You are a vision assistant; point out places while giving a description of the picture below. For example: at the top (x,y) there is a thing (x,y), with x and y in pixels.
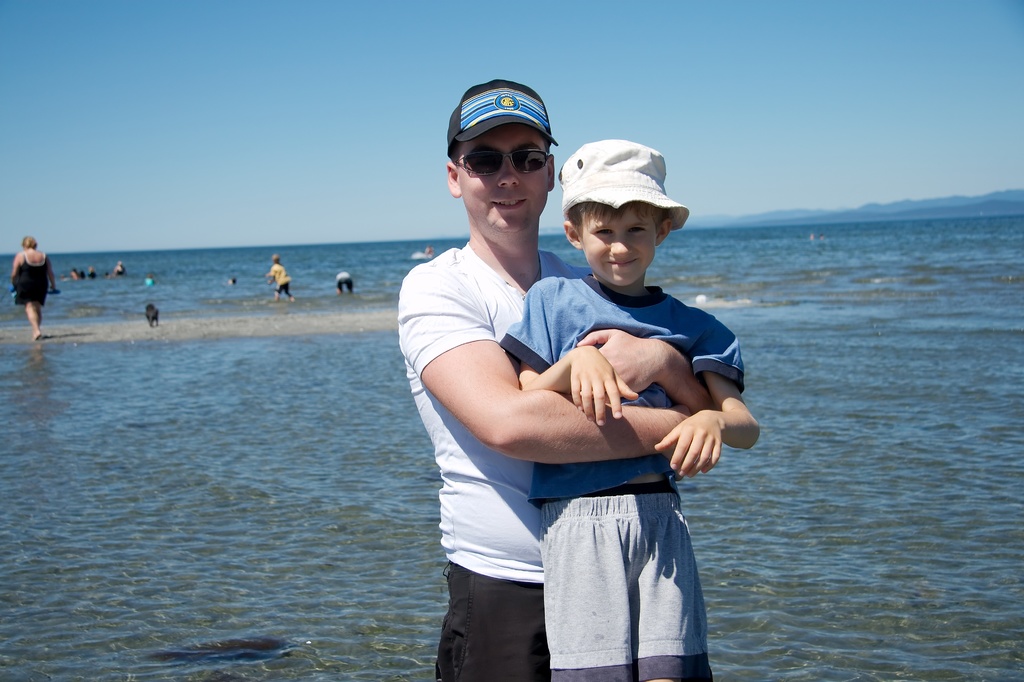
In this image, we can see a man (494,552) is holding a child (645,405). They are smiling and wearing caps (591,193). Here a boy (623,214) is watching and man (509,166) is wearing goggles (493,166). Background (960,238) we can see the sea (979,237). Here we can see few people (32,299) are walking, playing and standing. Top of the image (95,212), there is a sky (194,165).
